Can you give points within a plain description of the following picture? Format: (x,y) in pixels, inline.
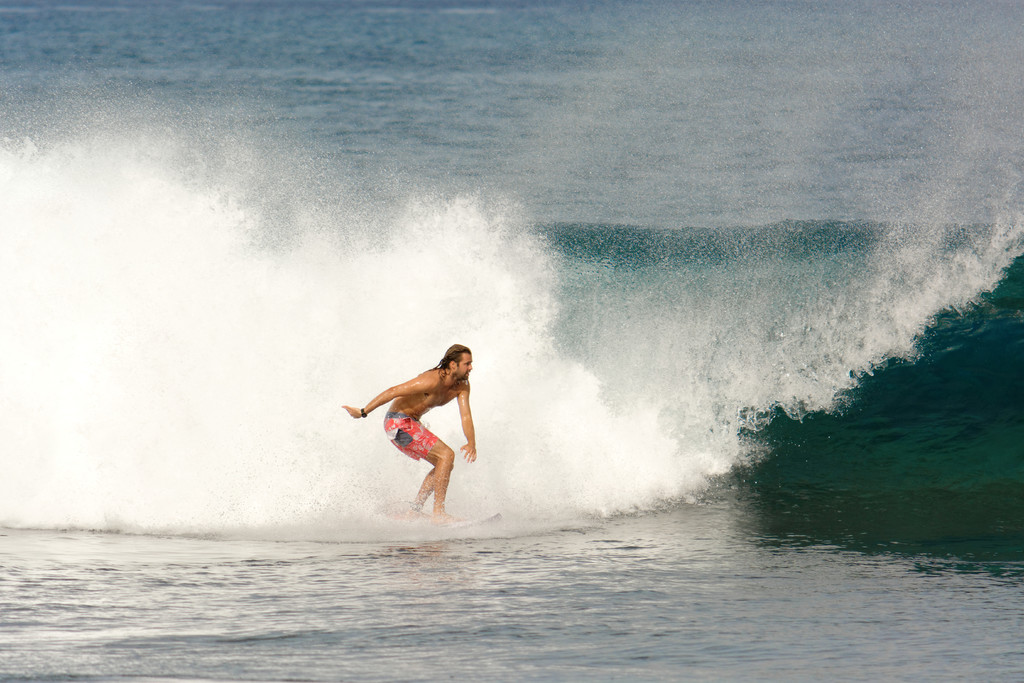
In this image I can see a person (402,437) in the water (333,505). The person (439,447) is wearing an orange color short (419,436) and I can also see a surfboard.
